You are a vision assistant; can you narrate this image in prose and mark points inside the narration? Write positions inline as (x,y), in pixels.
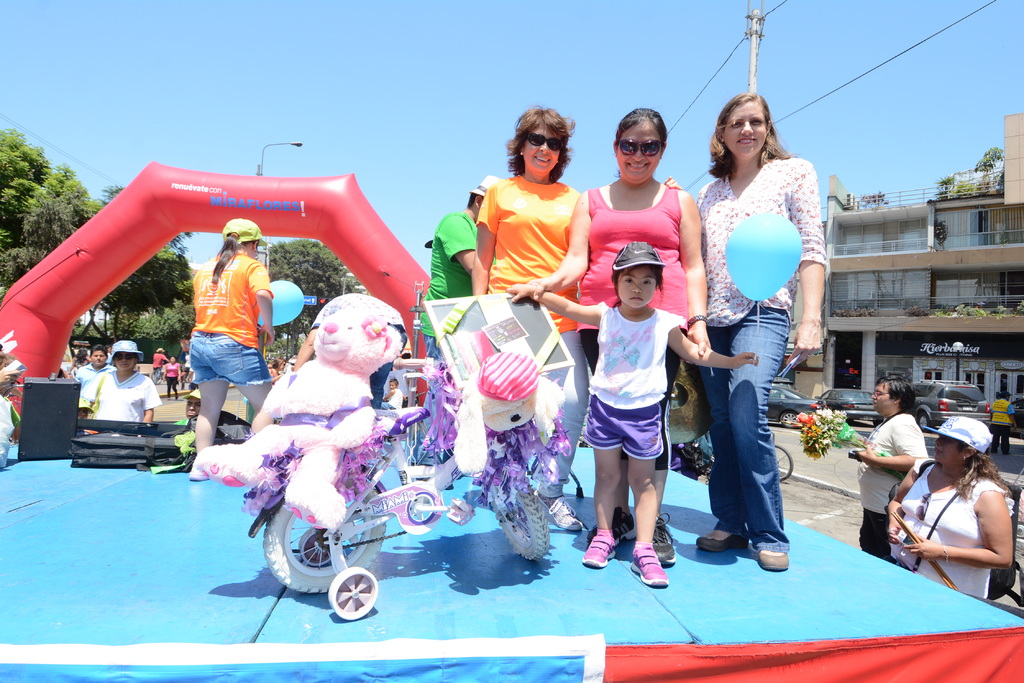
In this image we can see a group of people (569,278) standing on the stage (434,587). In that a woman (778,334) is holding a balloon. We can also see some devices (138,448), a speaker box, a teddy bear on a bicycle (355,563) and a balloon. On the right side (948,554) we can see some people (961,576) standing. In that a man (861,505) is holding a bouquet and a woman (923,467) is holding some sticks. We can also see a group of people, some vehicles (927,423) on the ground (815,472), some buildings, plants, a group of trees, the street poles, a utility pole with wires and the sky (425,194) which looks clear.
